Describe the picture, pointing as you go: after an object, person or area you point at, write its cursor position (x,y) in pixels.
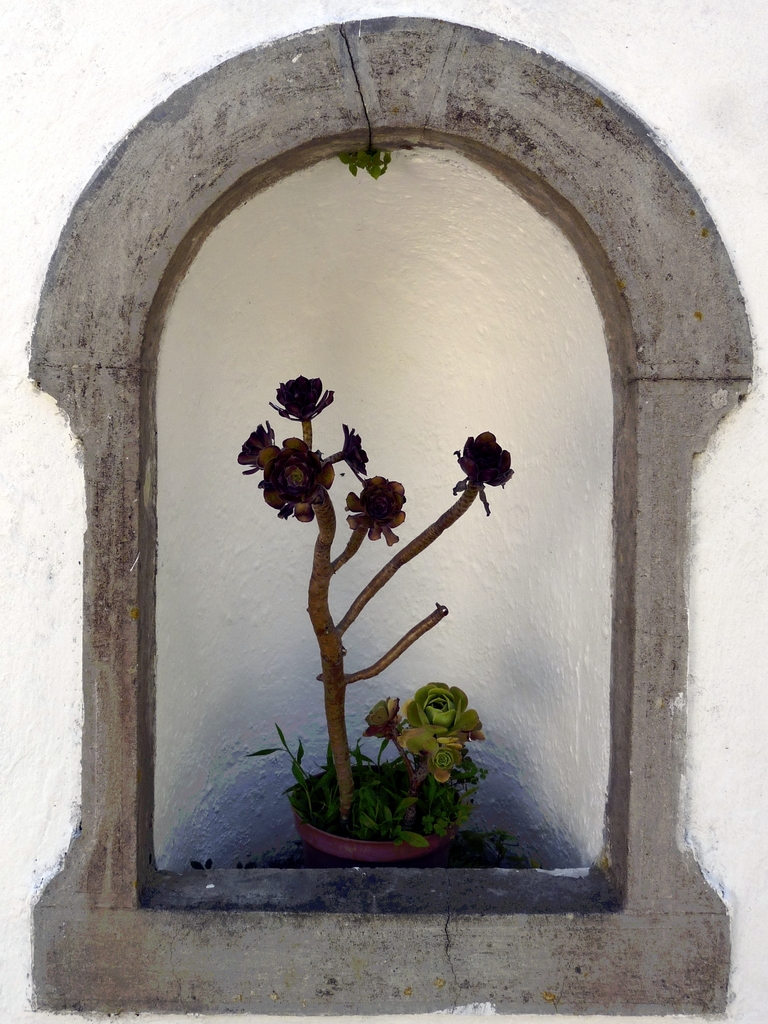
The picture is a photo of a wall niche (440,960). In the center of the picture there is a flower pot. In the pot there are plants (396,715). In the center of the picture (311,406) there are flowers (277,468).
